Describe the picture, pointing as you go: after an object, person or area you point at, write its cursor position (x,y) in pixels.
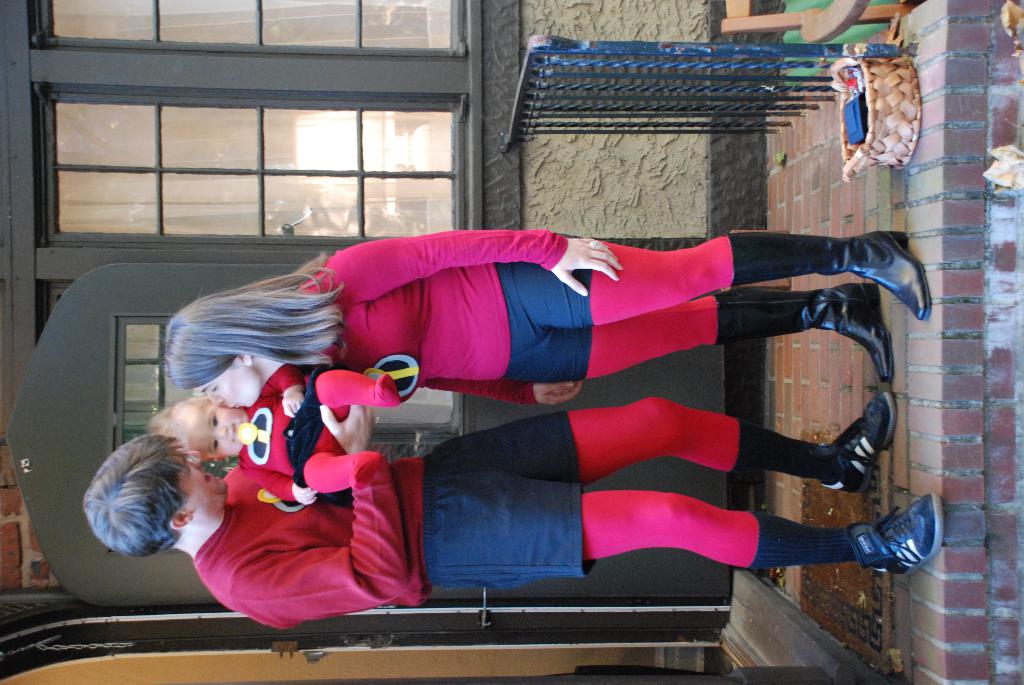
In this image there are two people (444,242) standing and holding a baby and on the right side (957,155) there are many bricks (834,201).
